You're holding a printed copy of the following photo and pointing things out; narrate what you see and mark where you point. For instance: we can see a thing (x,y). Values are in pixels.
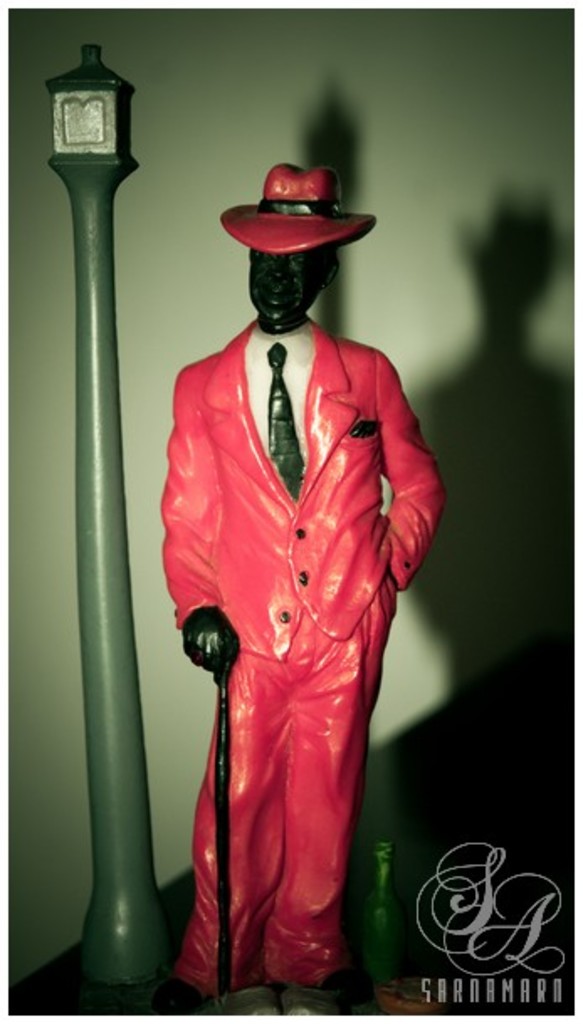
In this picture there is a toy (294,176) who is wearing hat (289,185) and holding a stick (225,642), beside that we can see a pole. In the bottom right corner (540,983) there is a watermark (536,995).
